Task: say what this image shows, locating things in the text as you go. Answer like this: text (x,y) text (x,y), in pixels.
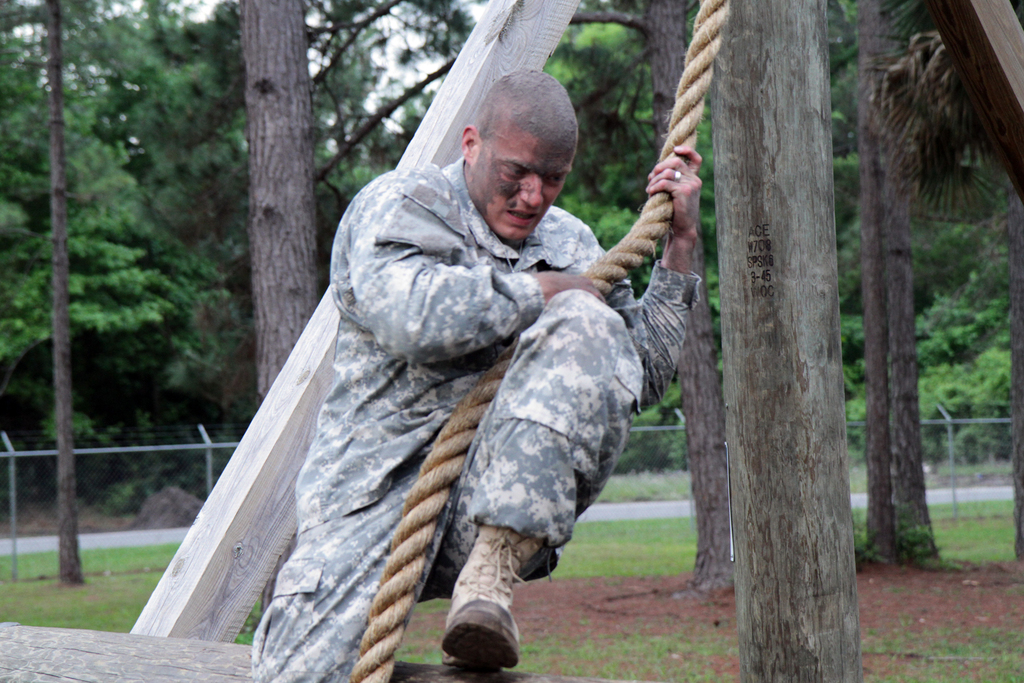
In this picture I can see there is a man (400,340) holding a rope (656,242) and he is wearing a army uniform (429,317) and there is a wooden frame (745,222) in the backdrop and there are trees (869,421) and there is grass (923,672) on the floor (630,553).
